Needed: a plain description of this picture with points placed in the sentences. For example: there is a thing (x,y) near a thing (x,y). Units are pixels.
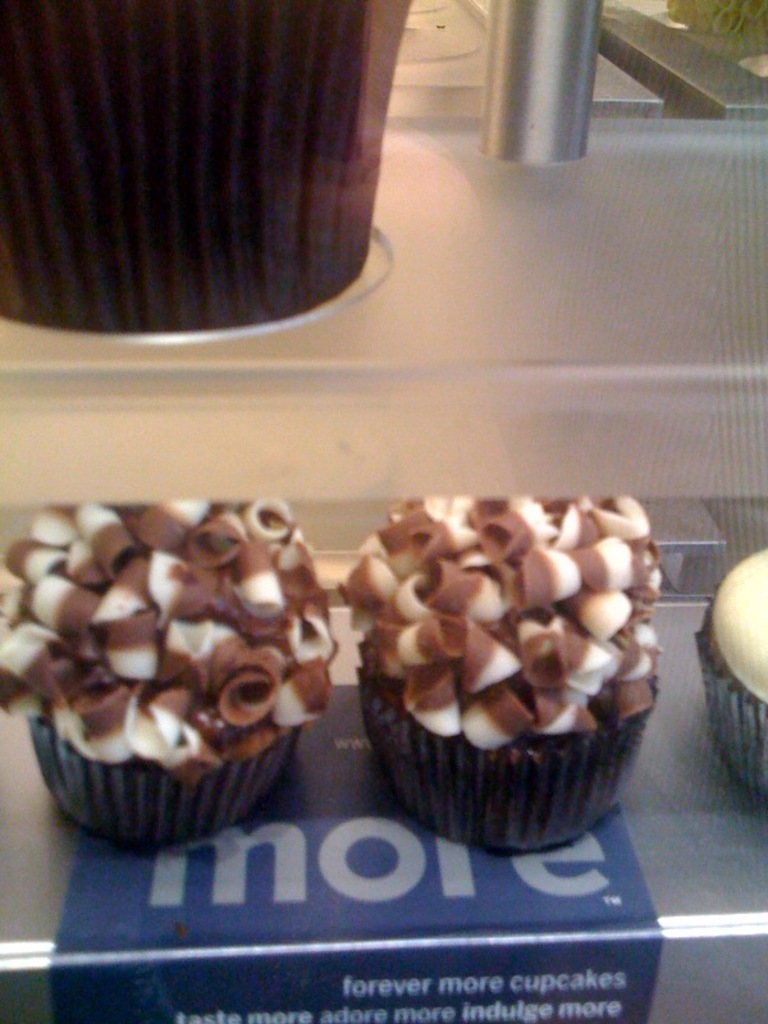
In the image we can see a table (730,962), on the table (730,962) there are some cupcakes (85,32).
